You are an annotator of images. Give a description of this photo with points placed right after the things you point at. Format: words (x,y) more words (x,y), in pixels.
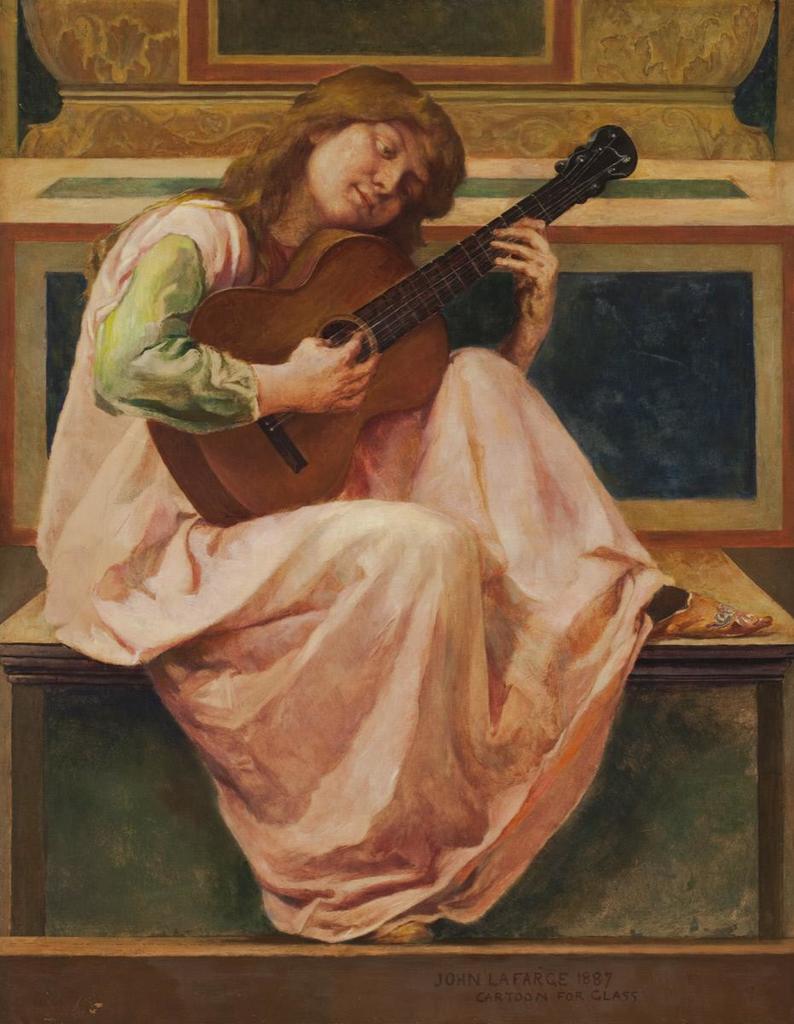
This is the picture of the painting (384,258). In this picture, we see the painting (191,264) of the woman (243,242) who is sitting on the table (681,670). She is holding the guitar (248,331) and she might be playing the guitar (206,476). Behind her, we see a table (38,163) and a wall (706,101). At the bottom (303,948), it is brown in color and we see some text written on it.
